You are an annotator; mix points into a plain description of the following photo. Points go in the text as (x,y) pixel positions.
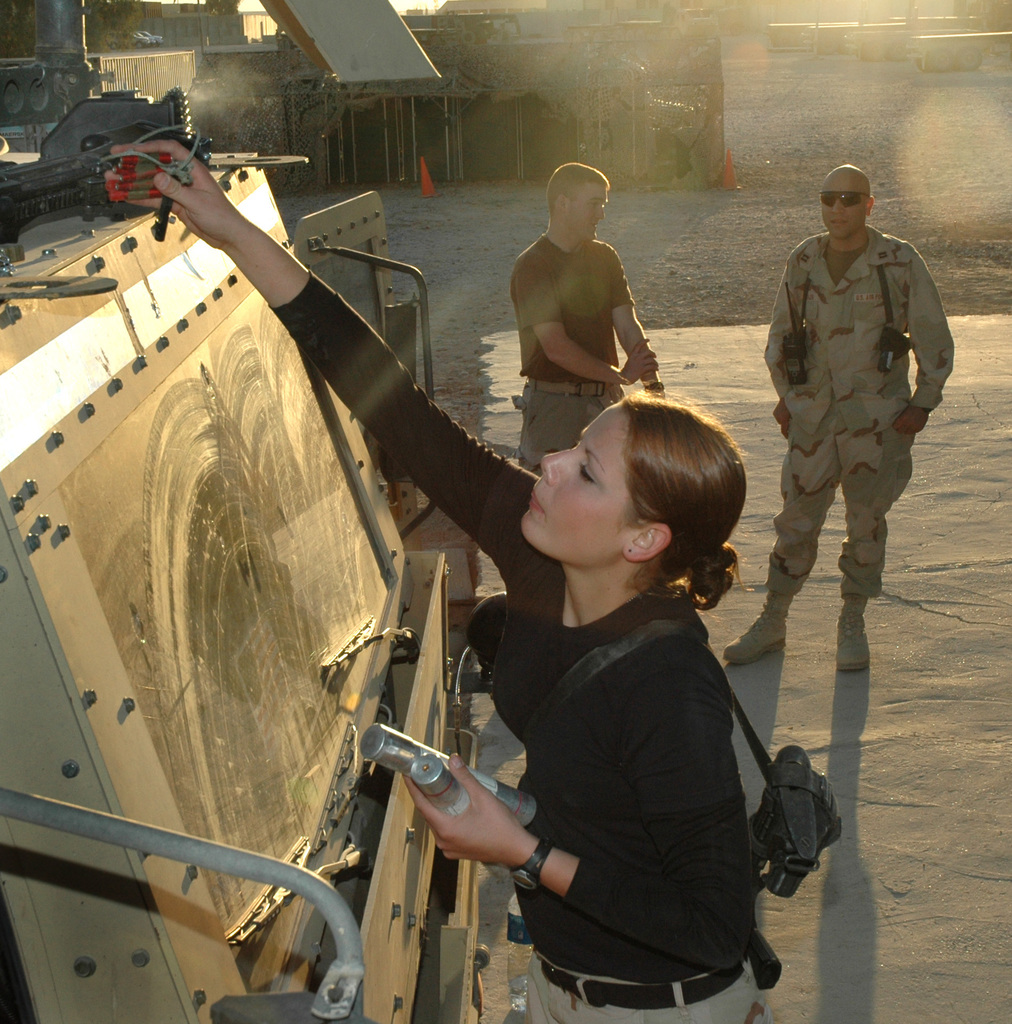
As we can see in the image there are three people (827,288) in the front (867,285). The woman (665,605) standing over here is wearing a bag (827,829), black color shirt (730,802) and in the background (441,110) there are buildings (503,74).
